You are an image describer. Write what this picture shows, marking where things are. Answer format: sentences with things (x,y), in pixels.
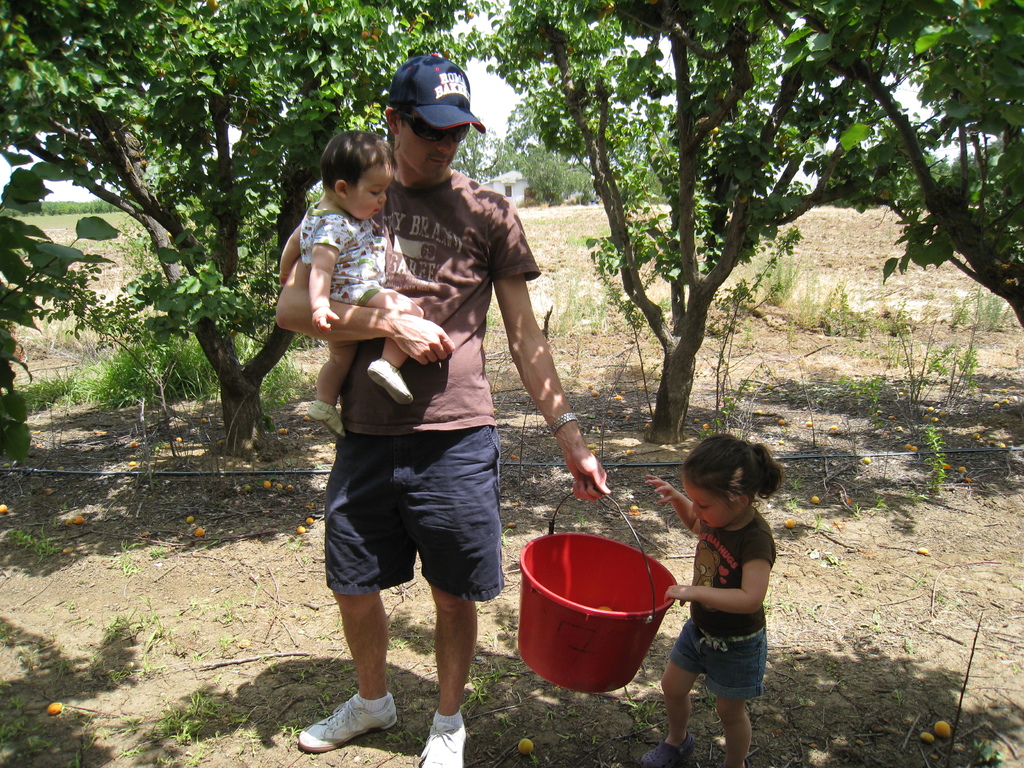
There is one man (413,413) standing and holding a child (366,258) and a bucket (536,611) in the middle of this image (364,281). There is one child (746,603) on the right side of this image (720,573). We can see trees (624,275) in the background (756,220).
